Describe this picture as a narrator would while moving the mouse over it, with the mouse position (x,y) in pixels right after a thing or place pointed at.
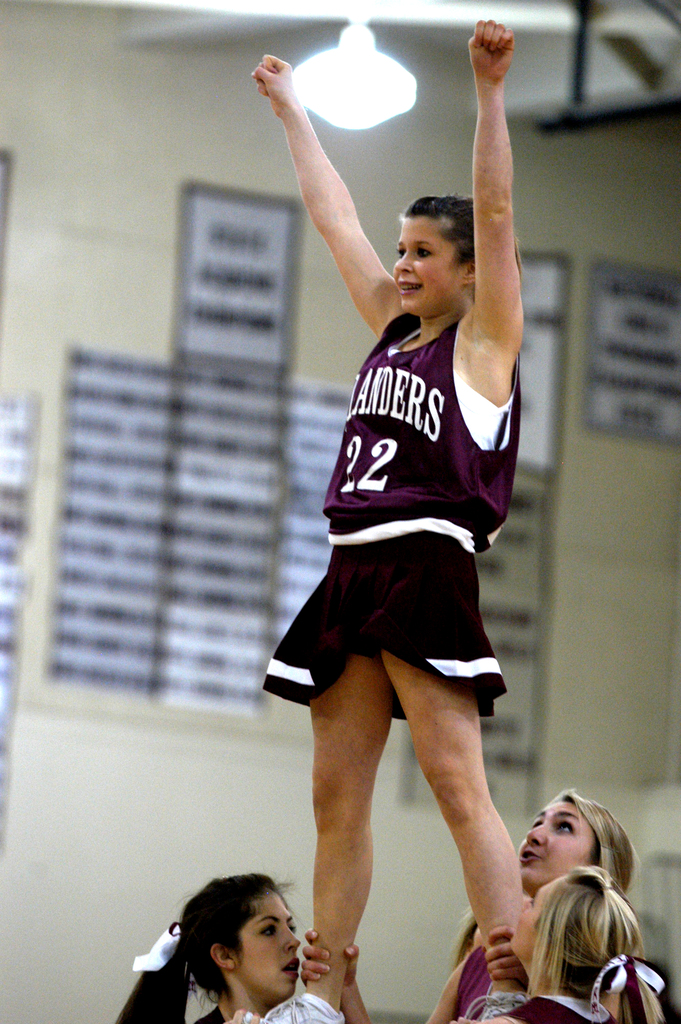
In this image there are few women (153,978) are holding legs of a woman (369,422) to make her stand. Few posters (667,292) are attached to the wall (30,804). Top of the image (347,80) there is a lamp (338,93).
